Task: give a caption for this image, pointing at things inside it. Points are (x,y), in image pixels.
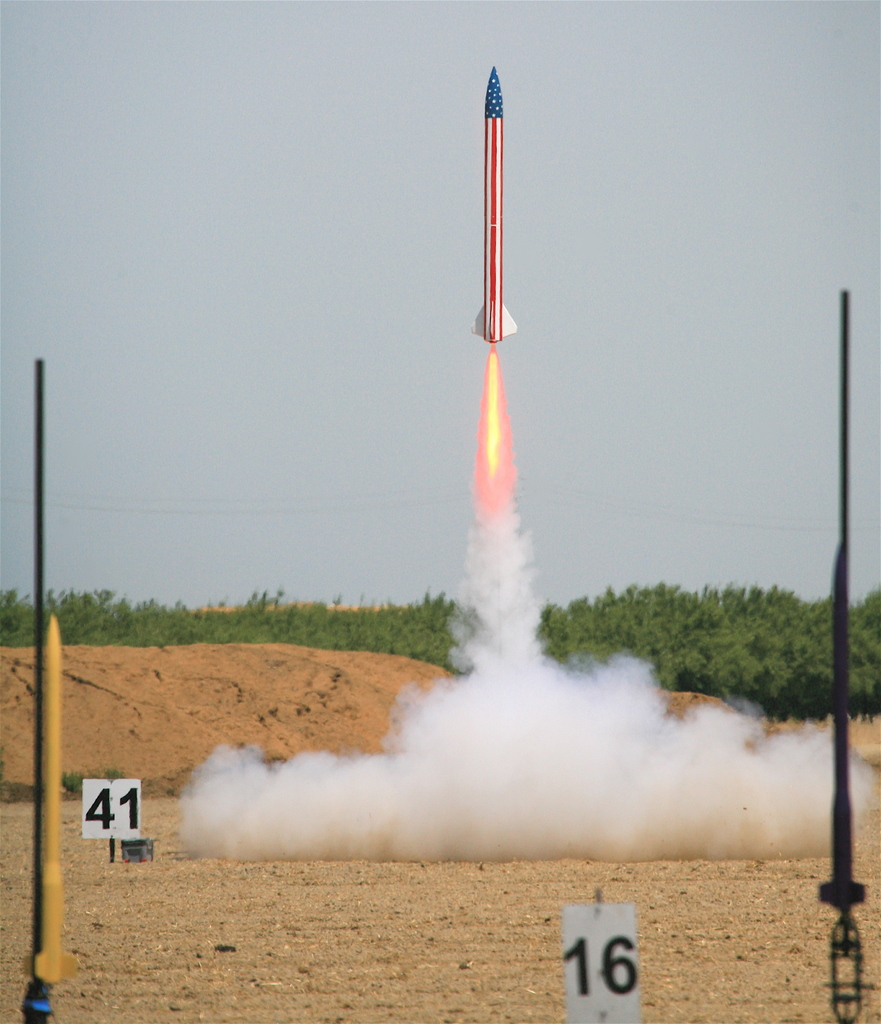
In this image I see the white smoke (403,716) over here and I see the ground (62,652) and I see 2 black color things (38,364) on either sides and I see 2 white boards (574,1003) on which there are numbers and I see a yellow color thing (52,744) over here. In the background (118,523) I see the trees (581,599), sky (590,543) and a missile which is of red, white and blue in color and I see the fire (502,433) over here.
